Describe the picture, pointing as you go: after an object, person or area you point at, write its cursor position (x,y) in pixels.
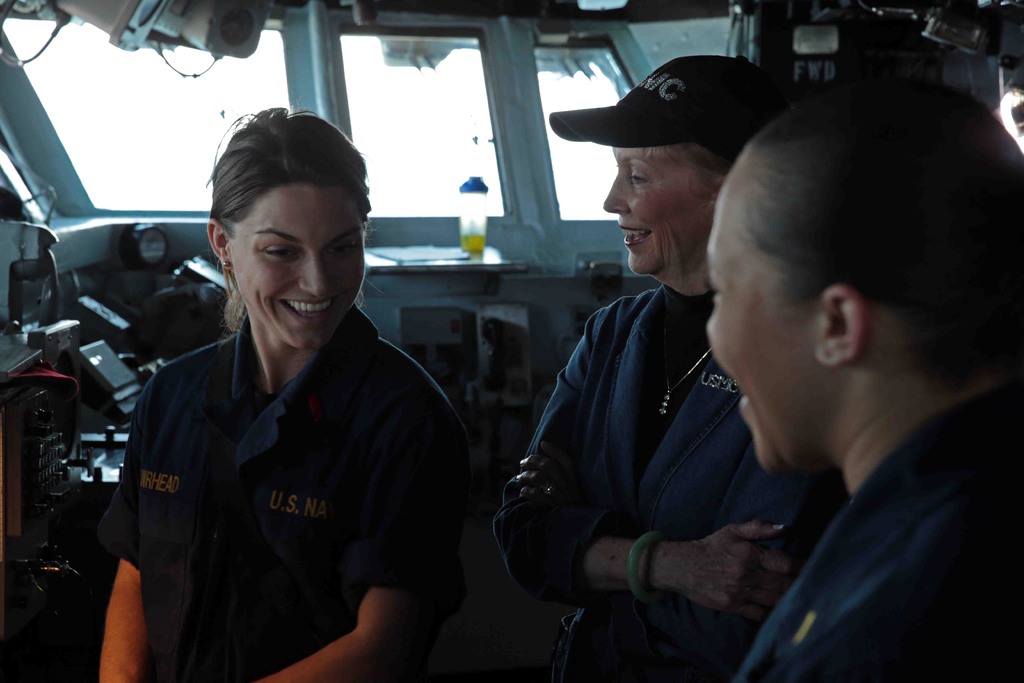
In the image there are three ladies (585,402) standing and they are smiling. There is a lady (630,180) with a cap (658,98) on her head (656,208). Behind her there are few machines (218,294), glass windows (131,157) and some other things (492,13) in the background (143,21).
